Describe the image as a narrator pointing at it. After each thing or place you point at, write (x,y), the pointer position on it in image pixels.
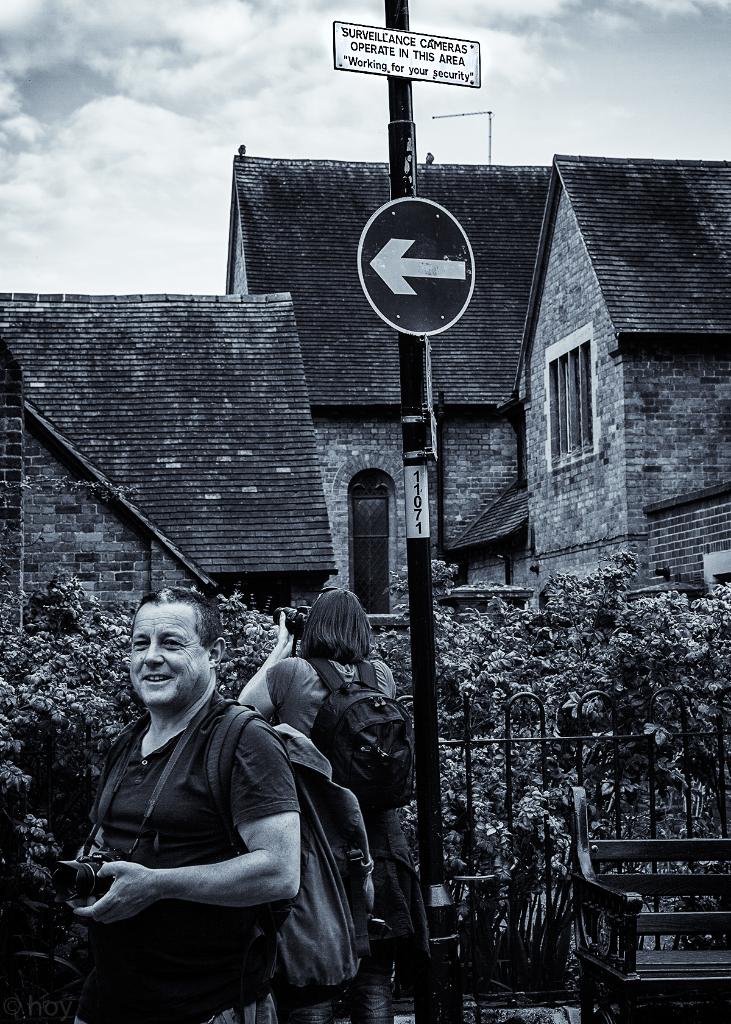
This is a black and white picture. Here we can see houses (447,500), pole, boards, fence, bench (715,955), plants (698,900), and two persons (270,844). He is holding a camera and she wore a bag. In the background (312,143) there is sky (457,104) with clouds (622,101).
